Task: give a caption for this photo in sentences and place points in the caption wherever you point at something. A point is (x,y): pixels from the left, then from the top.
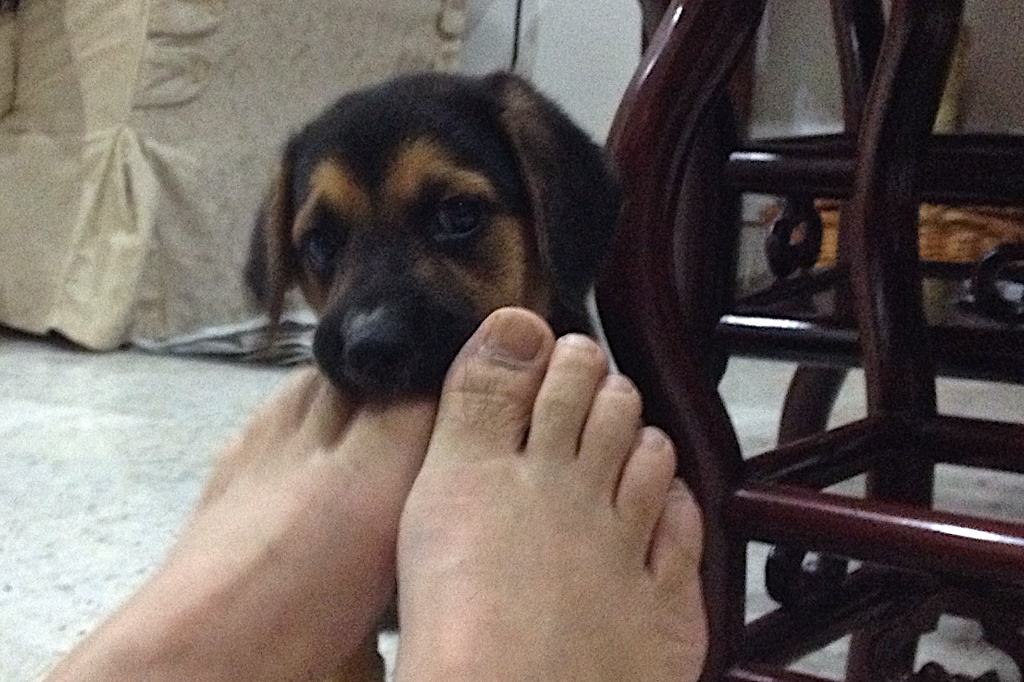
In this image, there are two legs (534,611) of a person (331,506), there is a black and brown color dog (403,368), there is a floor (88,591).
